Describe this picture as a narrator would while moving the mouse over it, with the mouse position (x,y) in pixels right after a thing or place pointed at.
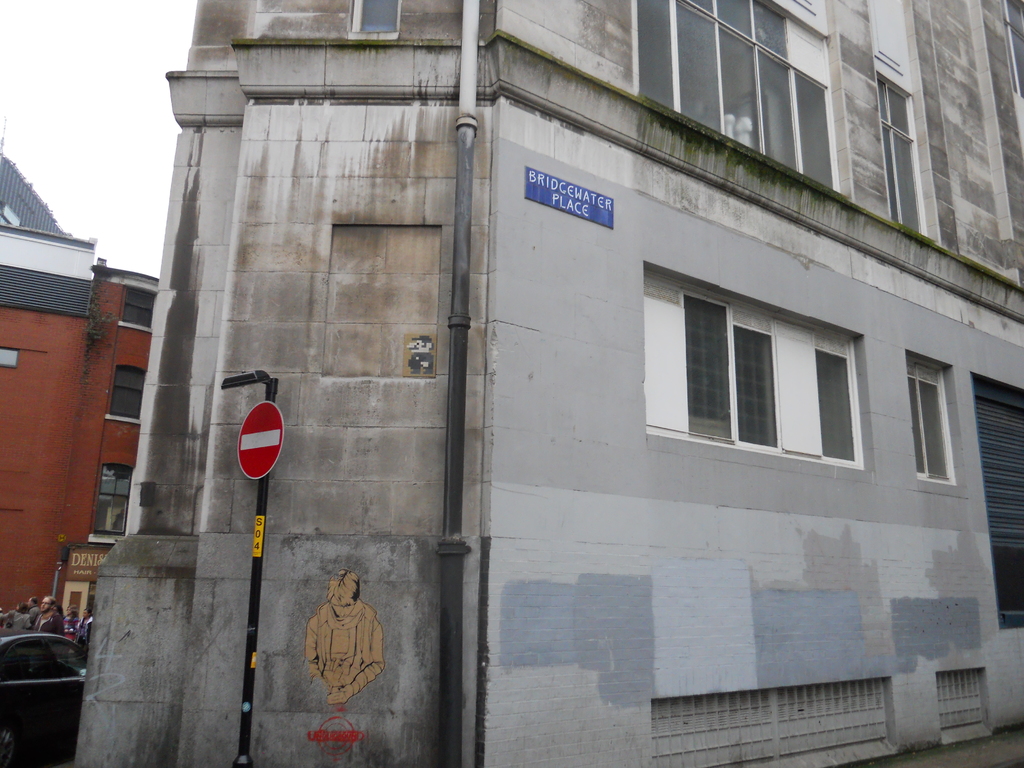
In the center of the image (500,278) there is a pipe (459,242) and building (518,260). On the left side of the image (131,120) we can see building (113,498), person (17,627) and sky (67,86).
